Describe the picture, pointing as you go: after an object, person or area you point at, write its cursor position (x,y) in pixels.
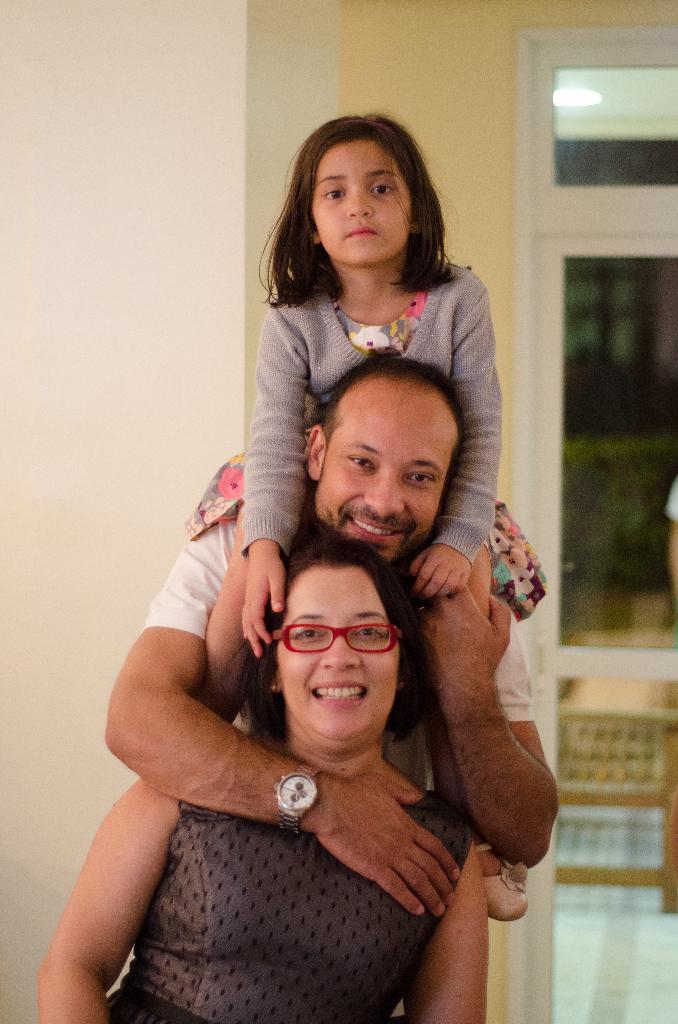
In this picture we can see a woman (260,888), a man (361,797) and a girl (418,273), on the left side (135,295) there is a wall (40,310), in the background (582,713) we can see a chair (617,737), there is a glass door (597,708) in the middle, we can see a light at the top of the picture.
